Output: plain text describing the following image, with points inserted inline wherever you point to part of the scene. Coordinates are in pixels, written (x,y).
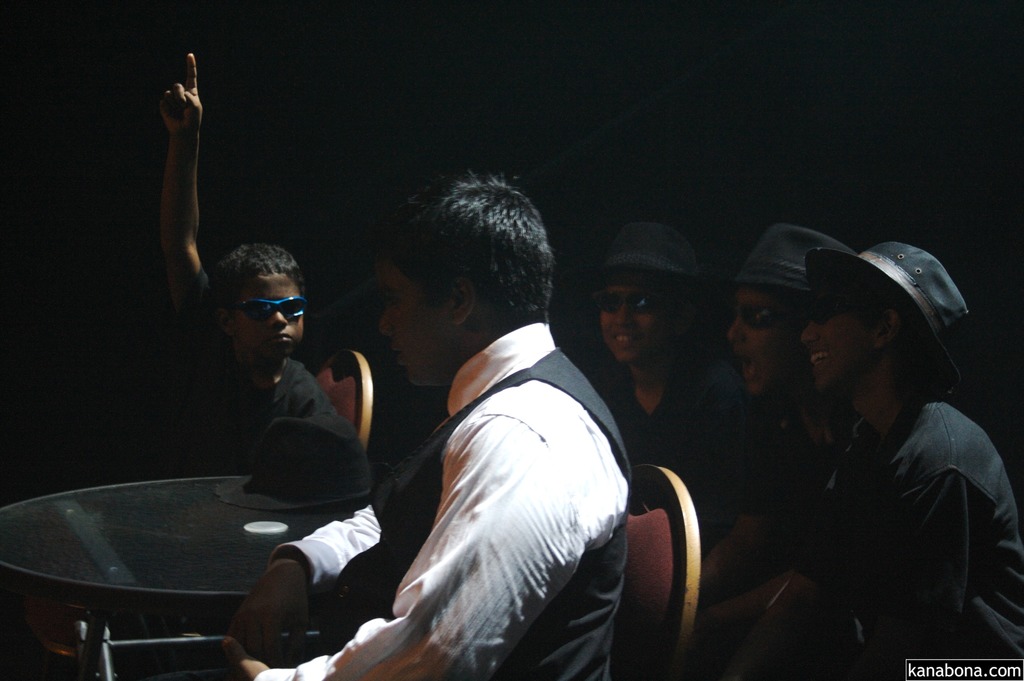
People (847,573) are seated on the chairs (680,574) wearing black t shirts (878,509) and black hats (872,292). A person (543,251) at the front (468,508) is wearing a white shirt (484,443) and black waist coat (394,464). There is a circular table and a black background (583,329).
